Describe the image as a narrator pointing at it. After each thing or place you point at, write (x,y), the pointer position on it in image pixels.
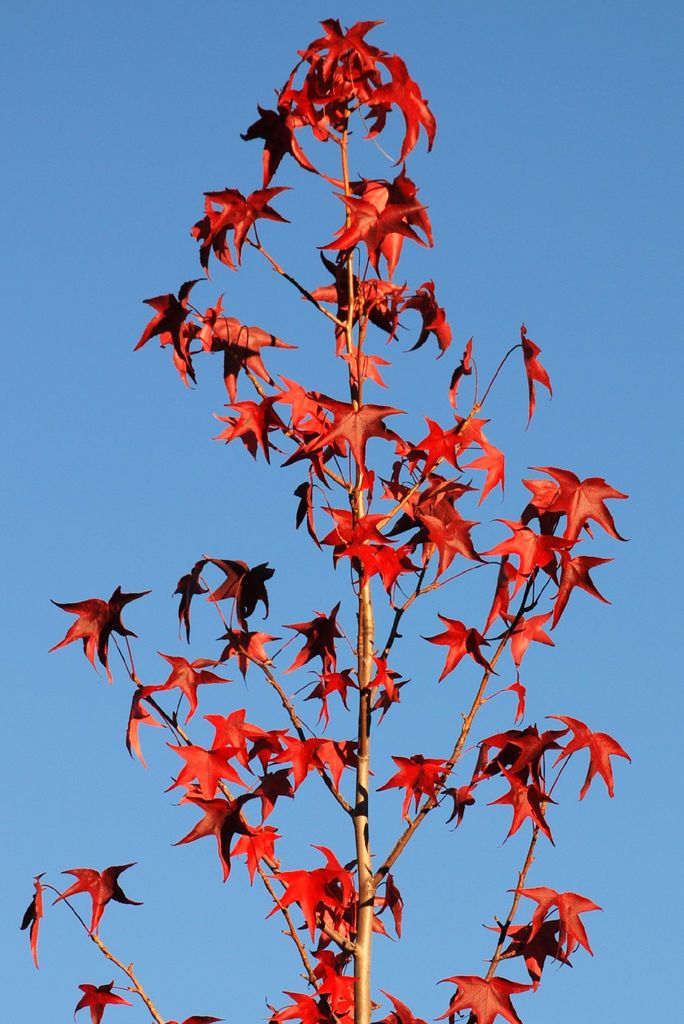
In this image we can see a tree (339,351) with leaves (260,417).
